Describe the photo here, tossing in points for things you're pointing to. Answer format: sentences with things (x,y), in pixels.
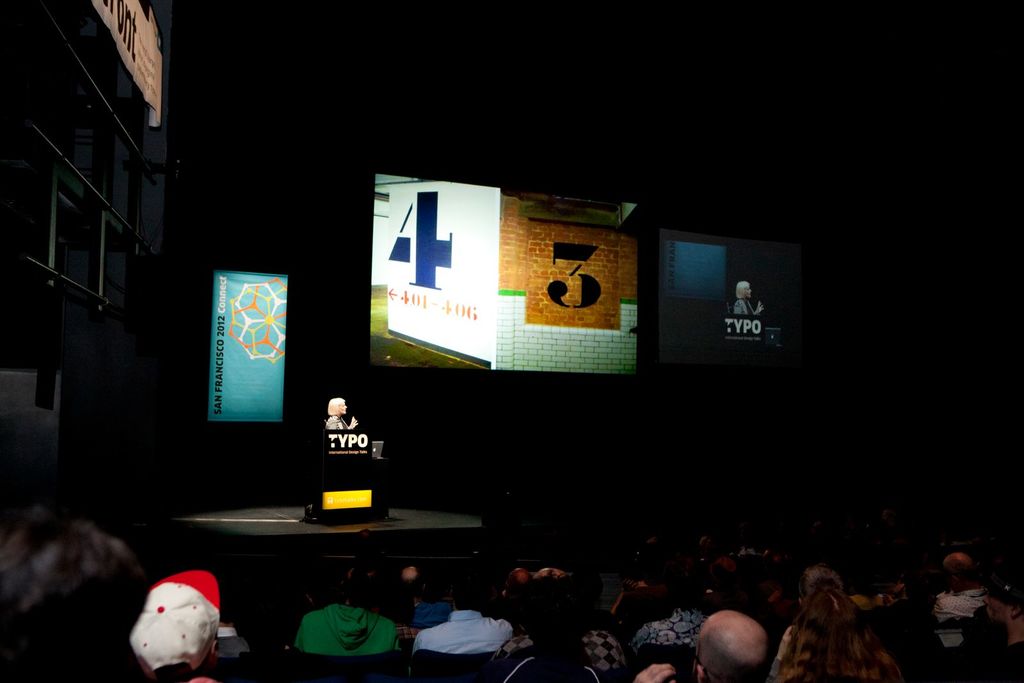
In this picture we can see group of people (563,643) and there is a person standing on the floor (279,513). Here we can see a podium (365,481), banners (238,366), and screens (617,309). There is a dark background (579,8).
